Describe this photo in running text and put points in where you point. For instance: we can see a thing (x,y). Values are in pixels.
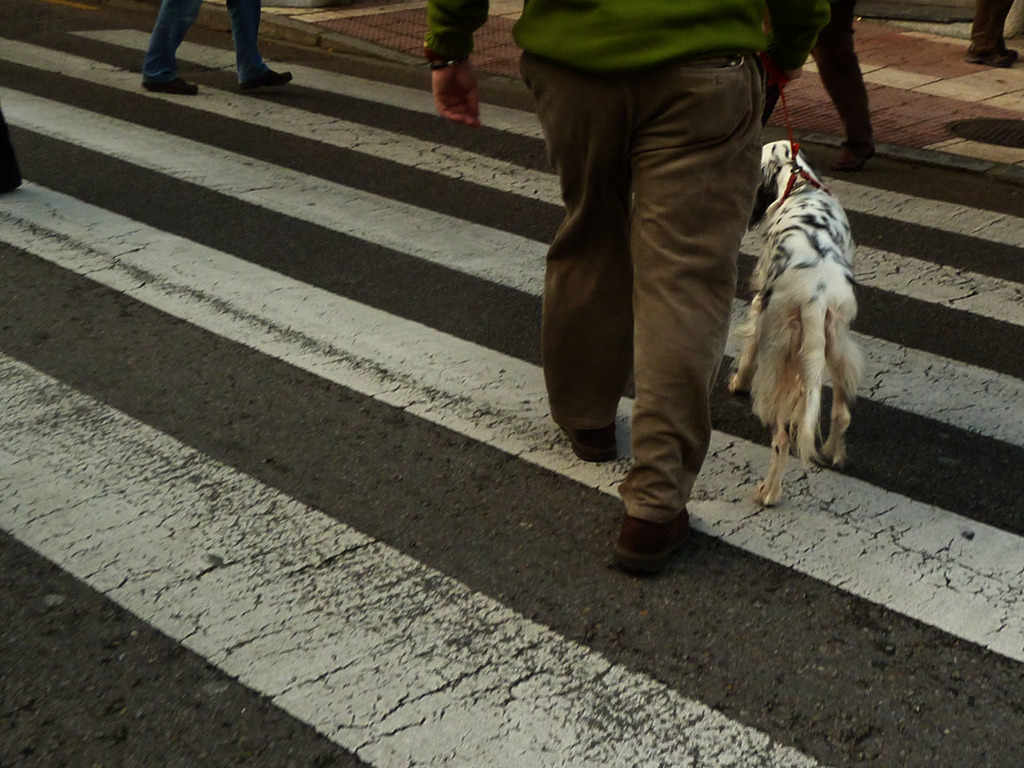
As we can see in the image there are few people (635,23) walking on road (134,49) and there is a dog (813,310).
